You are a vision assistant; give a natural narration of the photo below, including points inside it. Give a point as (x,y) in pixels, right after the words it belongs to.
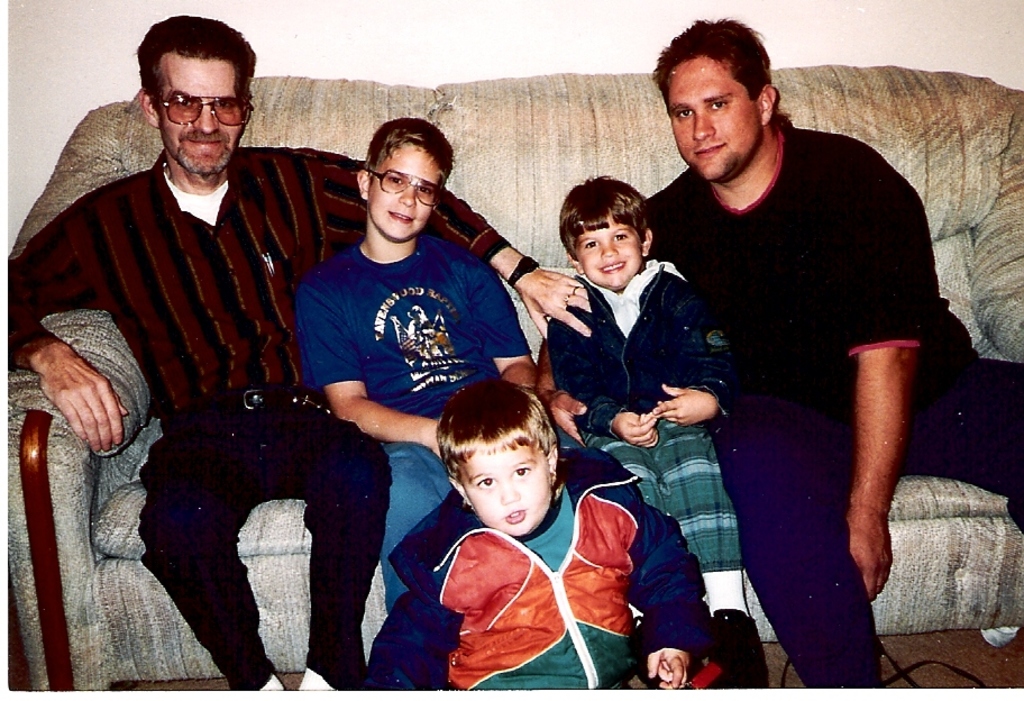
In this picture I can see 2 men (137,206) and 2 boys (426,321) sitting on a sofa (31,653) and I can see another boy (486,424) in front of them and I can see that the man (235,238) on the left (159,249) and 2 boys (395,238) beside to him are smiling. In the background (52,33) I can see the wall (909,50). On the bottom right of this picture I can see a black color thing (738,664).
